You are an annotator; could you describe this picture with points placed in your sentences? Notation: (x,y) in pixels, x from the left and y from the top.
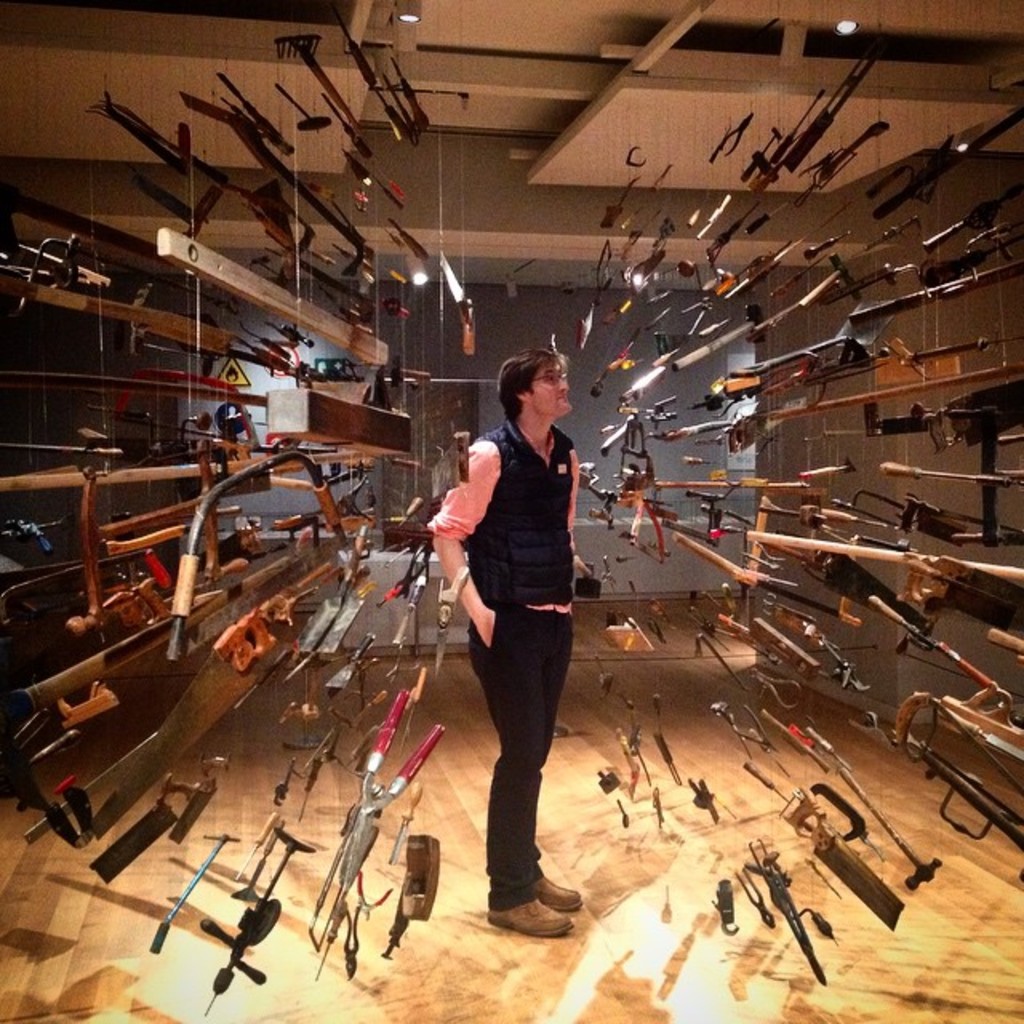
This picture is clicked inside the room (589,424). In the center (475,532) we can see a person (537,761) standing on the floor (619,947) and on both the sides we can see many number of tools (856,572) hanging on the roof (463,39). At the top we can see the ceiling lights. In the background (105,351) we can see the wall (690,409) and some other objects (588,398).
